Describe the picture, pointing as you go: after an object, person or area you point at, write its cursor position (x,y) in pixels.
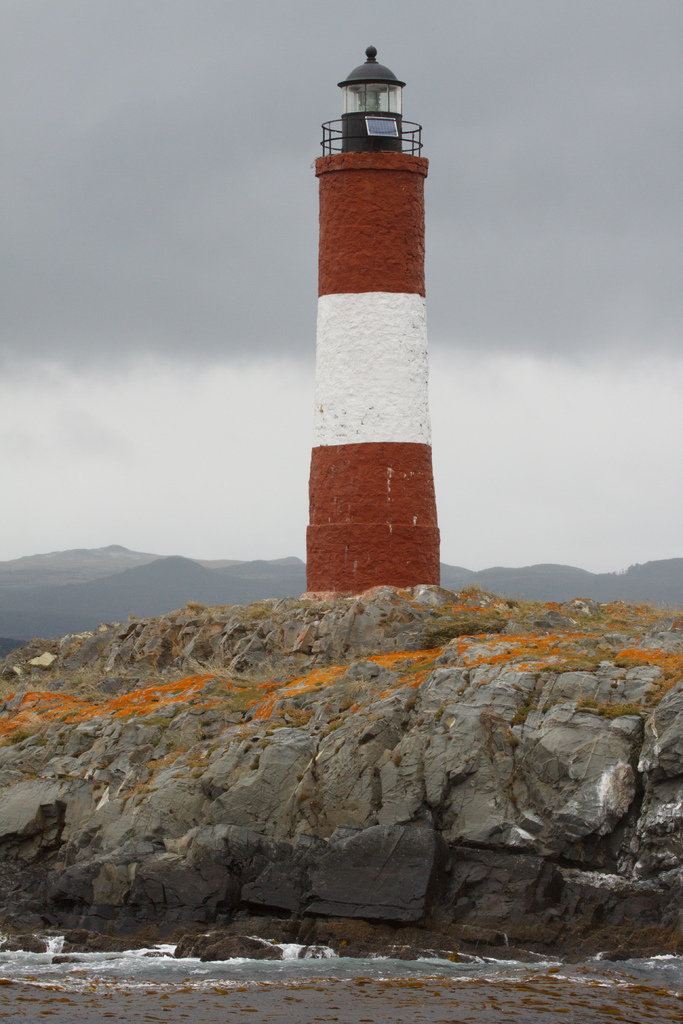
Here we can see water (506,982) at the big rocks (364,728) and we can see a tower (388,398) here. In the background (91,587) there are mountains (126,590) and clouds (482,285) in the sky (482,285).
